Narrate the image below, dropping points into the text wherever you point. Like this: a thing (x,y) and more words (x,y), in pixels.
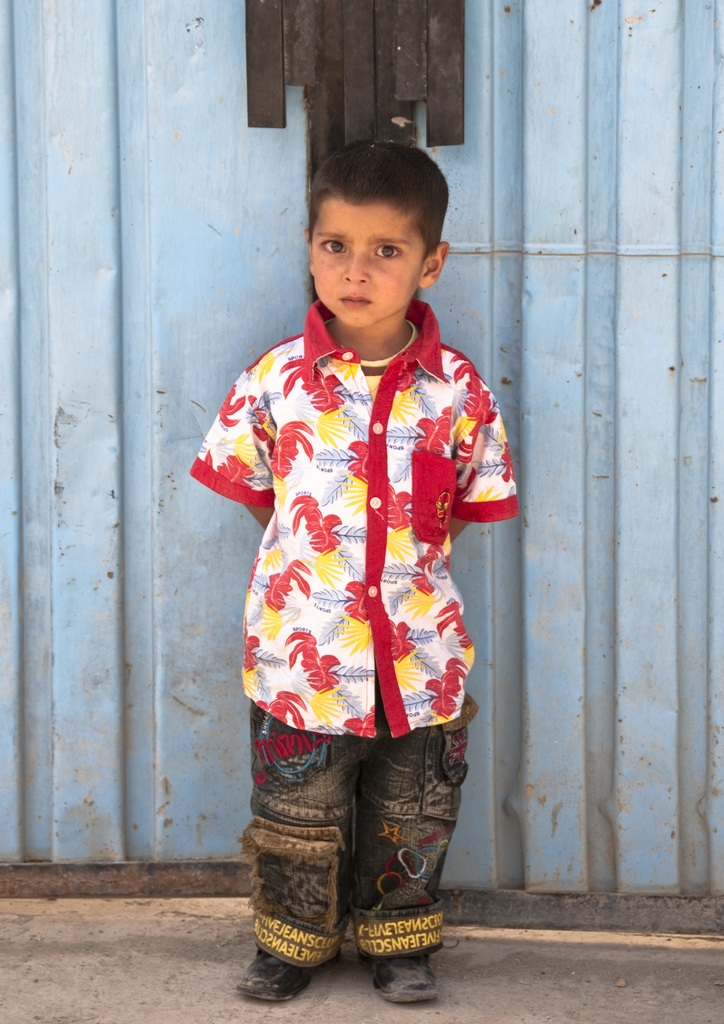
In this picture we can see a kid (385,524) standing in the front (375,535), this kid (375,535) wore a shirt (376,548), pants (378,835) and shoes (252,962), in the background (512,616) there is a sheet (562,222).
